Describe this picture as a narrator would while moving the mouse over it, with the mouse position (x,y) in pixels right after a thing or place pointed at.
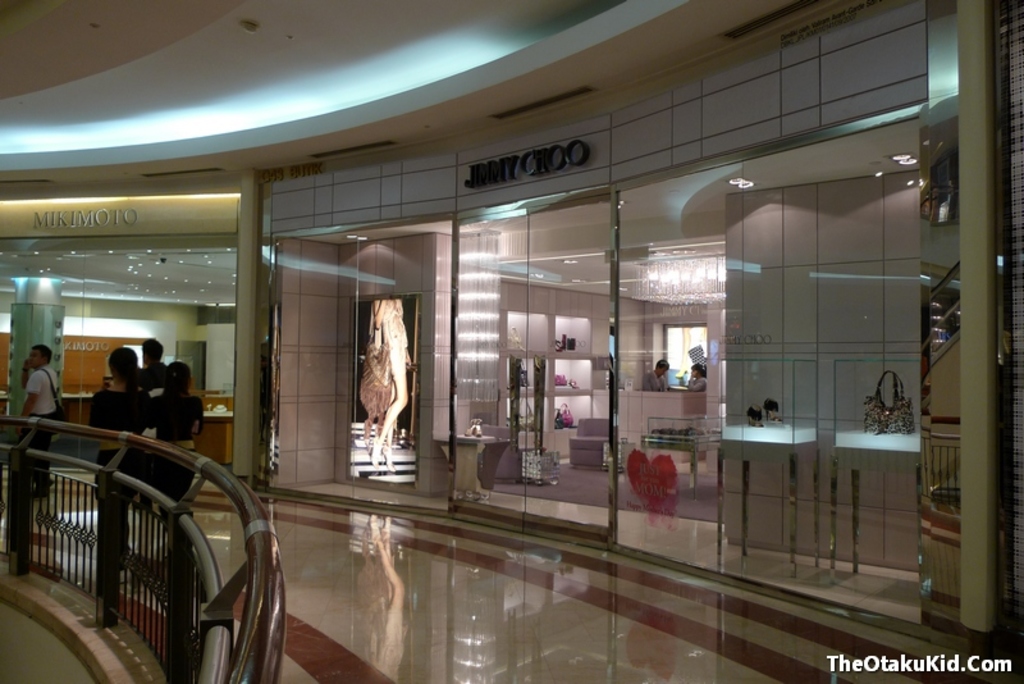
On the left side of the image (193,439) we can see a group of people (169,413) standing on the floor (289,572), a metal barricade (243,582). In the background (376,369), we can see a screen (397,390), two persons (704,387) standing, a bag (901,402) placed on the surface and a sign board (481,181). At the bottom (931,663) we can see some text (1005,665).
